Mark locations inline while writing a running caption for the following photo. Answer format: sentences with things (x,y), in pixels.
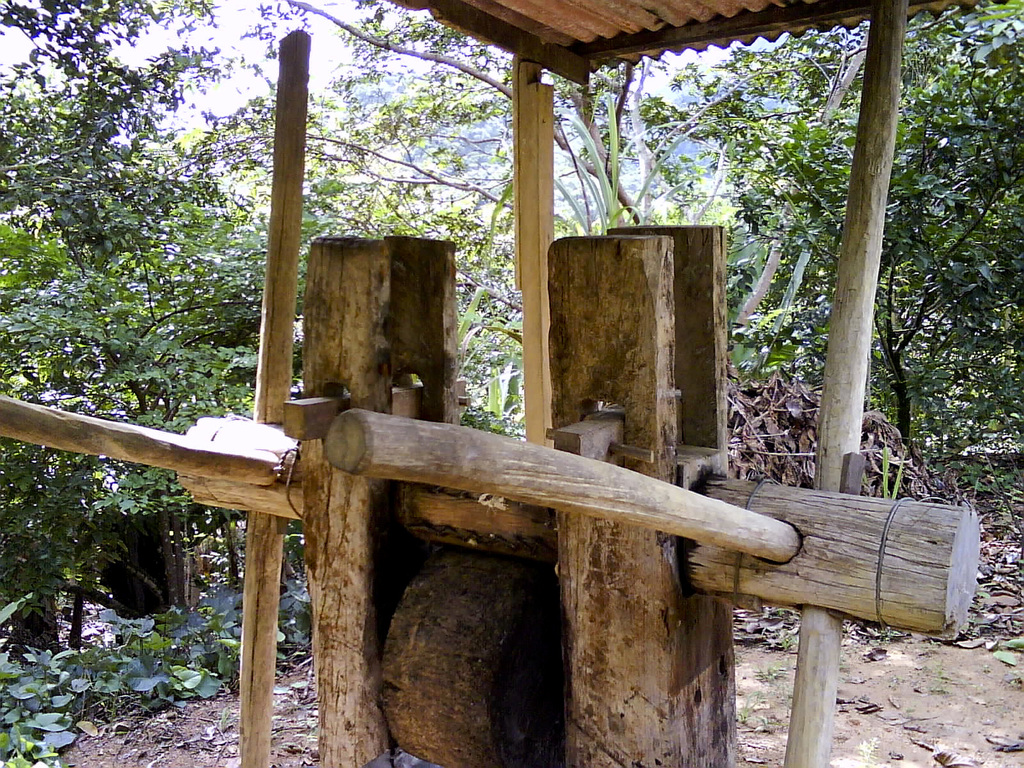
This picture shows few wooden poles (397,381) and we see trees (510,216) and leaves (993,532) on the ground (919,639).
